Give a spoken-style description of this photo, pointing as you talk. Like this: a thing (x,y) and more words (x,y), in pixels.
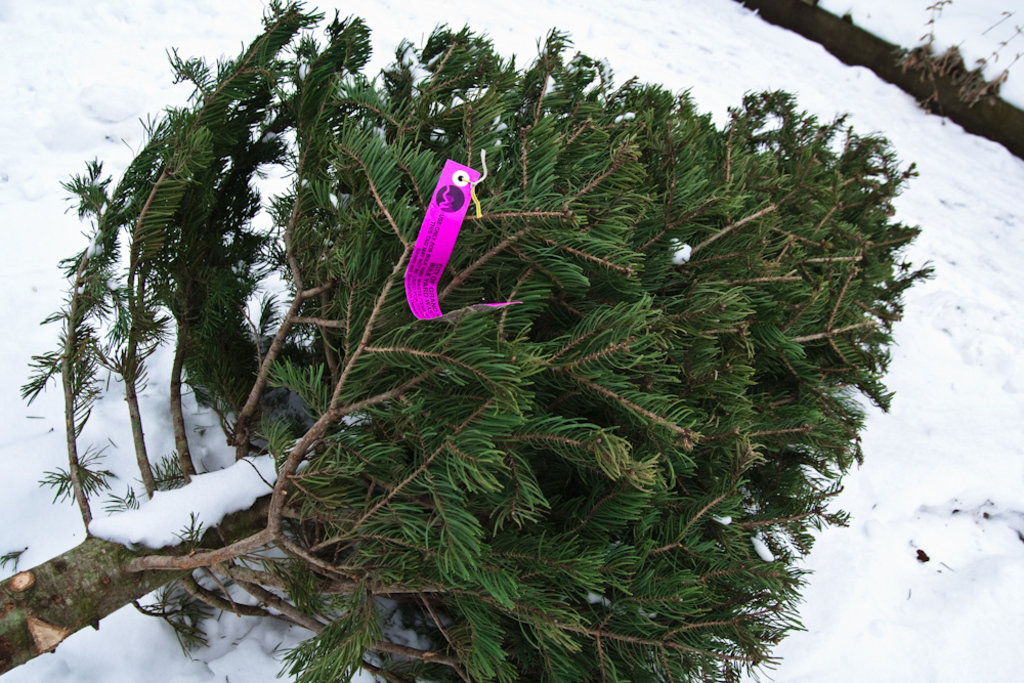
Here we can see a tree (284,373) fallen on the snow (206,618) and there is a tag (440,268) on the tree (492,248) and on the right (883,51) at the top corner (868,68) there is a log (852,64) on the snow (798,56).
